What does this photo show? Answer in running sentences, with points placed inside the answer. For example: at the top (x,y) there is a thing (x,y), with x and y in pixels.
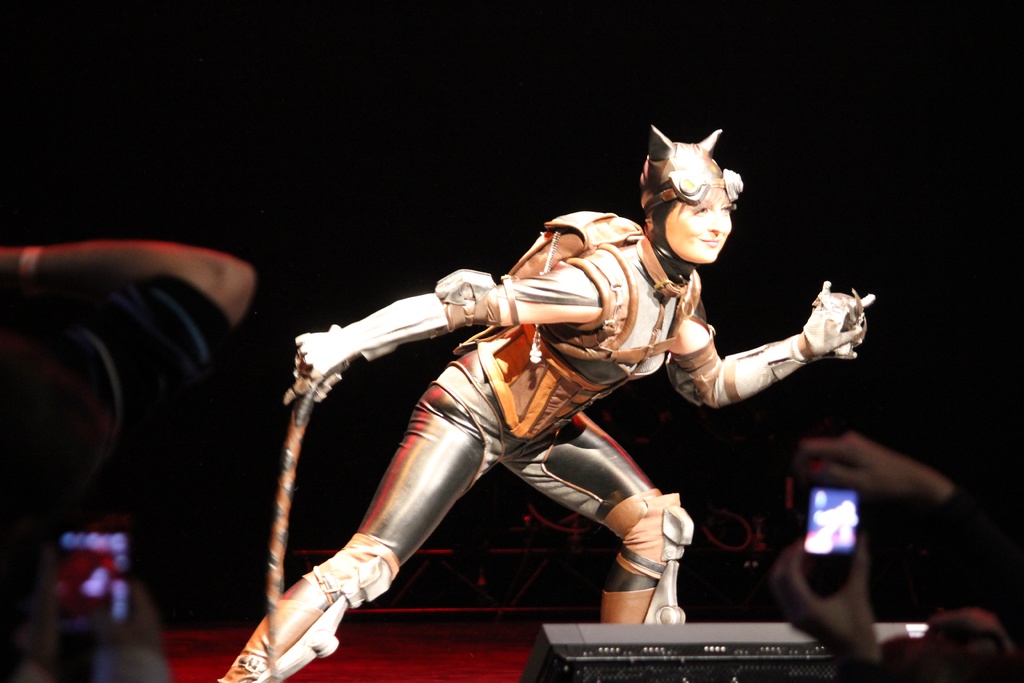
Here we can see a woman (657,331) and she is holding a weapon (305,395) with her hand (330,344). She is smiling. Here we can see two persons (878,467) holding mobile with their hands (41,674). There is a dark background (910,534).
